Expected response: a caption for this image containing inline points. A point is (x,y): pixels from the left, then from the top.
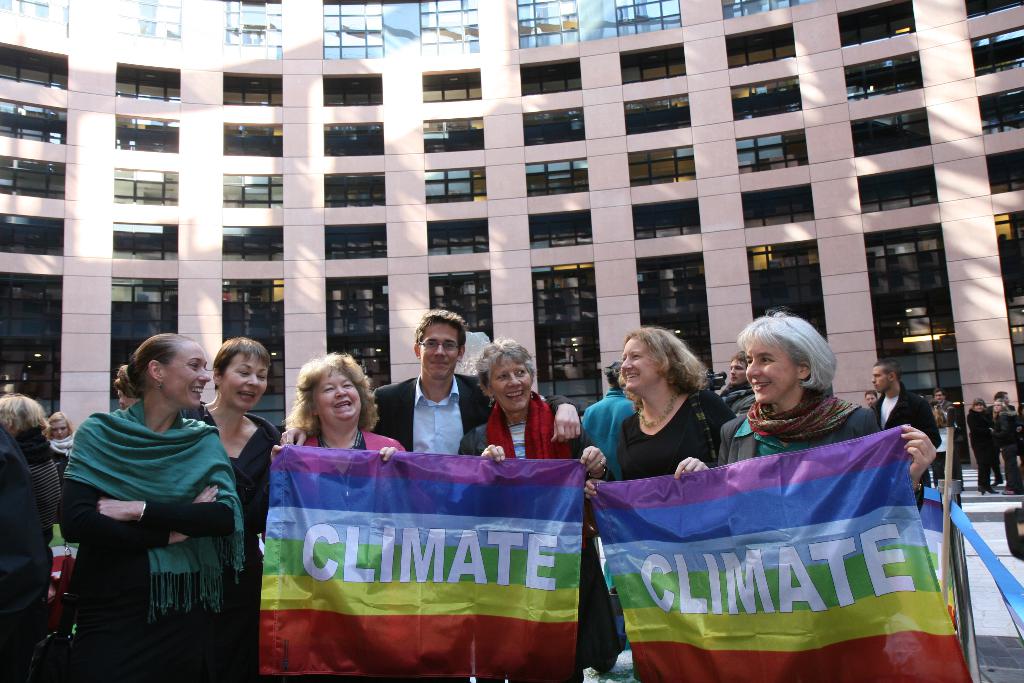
In this image I can see there are few person (336,436) standing and holding a banner (856,577) and the other few persons (246,356) are standing. And at the background (231,94) there is a building (859,315).
